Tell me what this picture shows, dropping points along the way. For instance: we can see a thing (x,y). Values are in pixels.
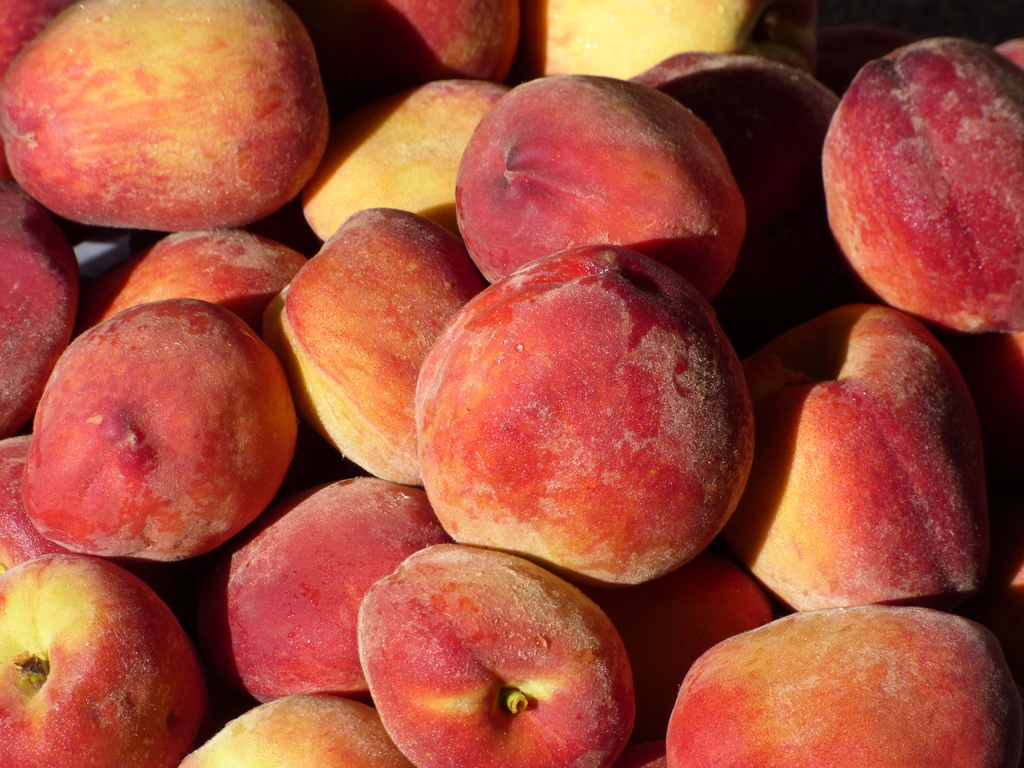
In this image there are a group of fruits (510,271).
